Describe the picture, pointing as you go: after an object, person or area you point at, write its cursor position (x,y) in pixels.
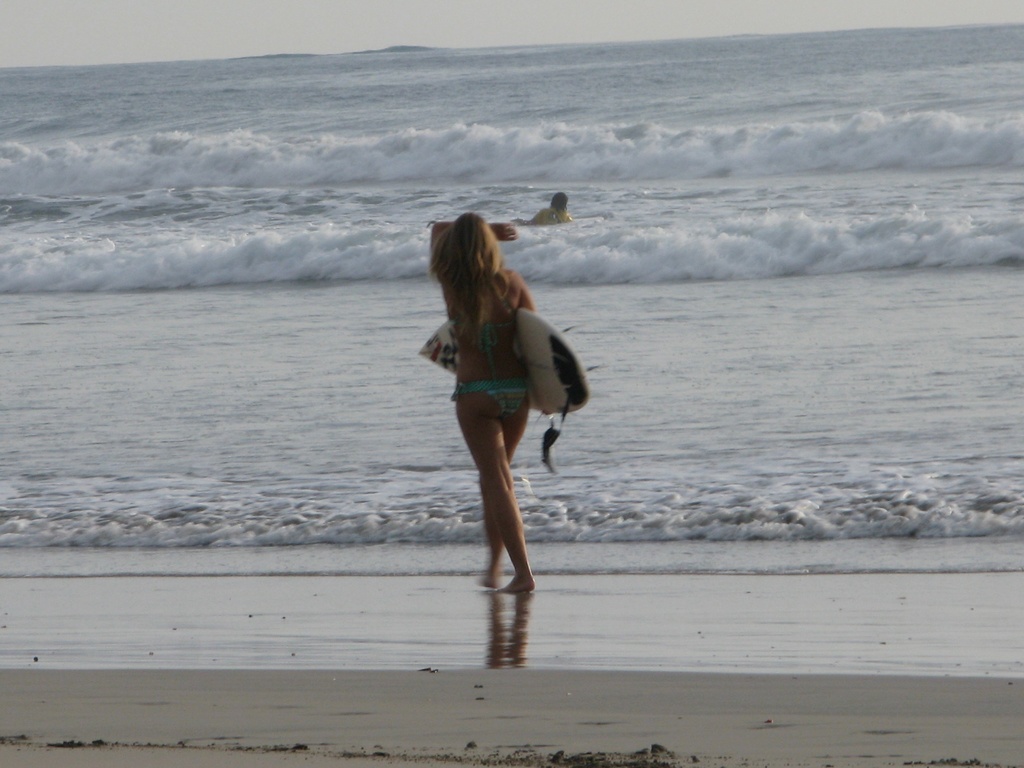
Here we can see a woman (475,251) walking in to the water (529,464) in the beach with a surfing board (541,354) in her hand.
